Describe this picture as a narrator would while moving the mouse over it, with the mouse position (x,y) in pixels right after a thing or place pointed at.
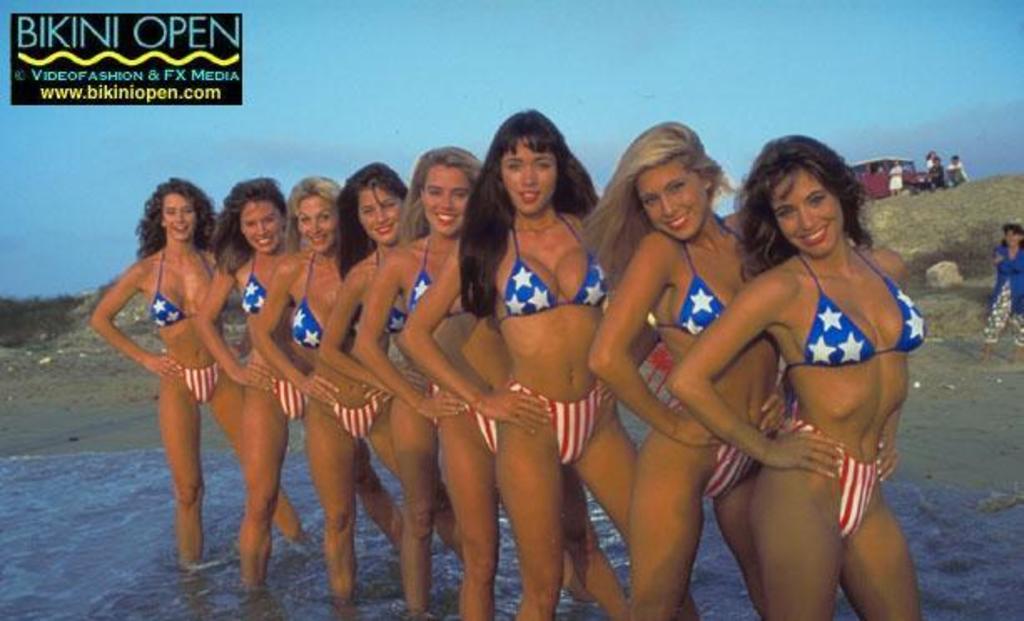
This image is an edited image. This image is taken outdoors. At the top of the image (597,110) there is the sky (577,77). In the background (127,320) there is a ground (893,247) and there are a few people (940,178). At the bottom of the image (166,554) there is the sea (106,539). In the middle of the image (508,312) a few women (391,250) are standing and they are with smiling faces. At the top left of the image (97,65) there is a text (147,59) in this image.
